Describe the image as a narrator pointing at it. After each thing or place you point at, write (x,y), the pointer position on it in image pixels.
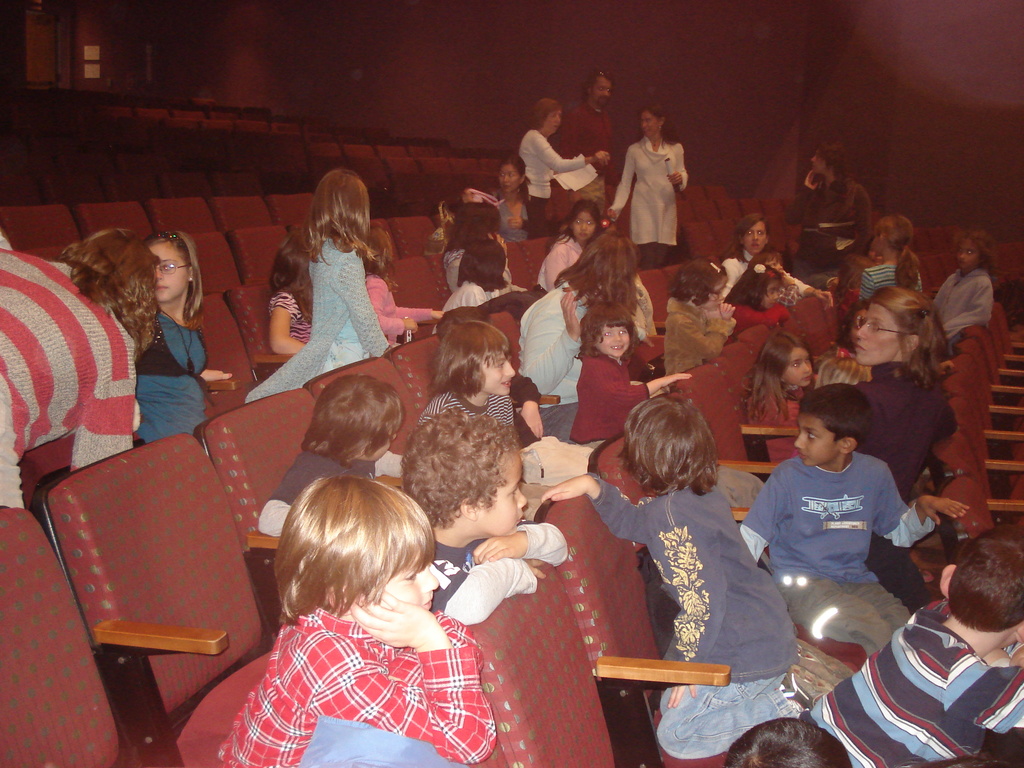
In this picture there are people (816,744) and we can see chairs (811,332). In the background of the image (561,71) it is dark and we can see objects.
